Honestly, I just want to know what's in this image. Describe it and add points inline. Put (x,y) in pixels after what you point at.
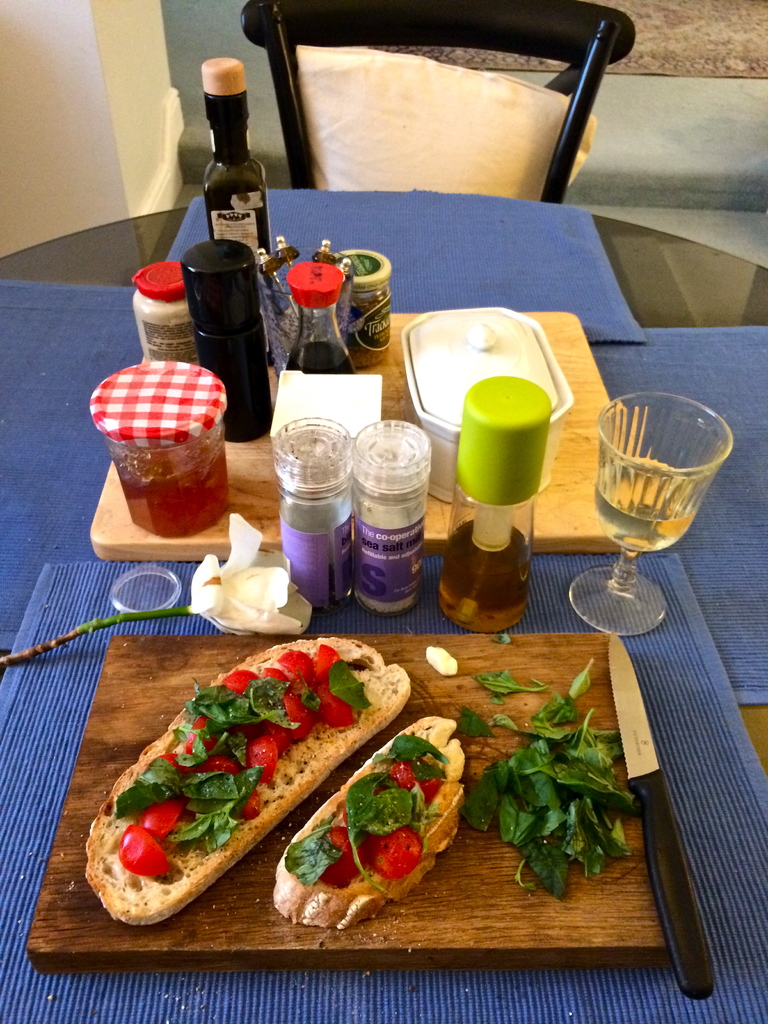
In this picture there is a table (185,244) in the center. On the table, there are two boards (380,742). On one of the board (412,666), there are breads (331,639), vegetables (239,671), green leaves (526,752) and a knife (637,784). On another board (411,407), there are jars (204,410), bottles (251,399) etc. In between them, there are flowers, jars (329,586) and a glass (599,608). On the top (421,100), there is chair (519,29) and a pillar (138,95).
